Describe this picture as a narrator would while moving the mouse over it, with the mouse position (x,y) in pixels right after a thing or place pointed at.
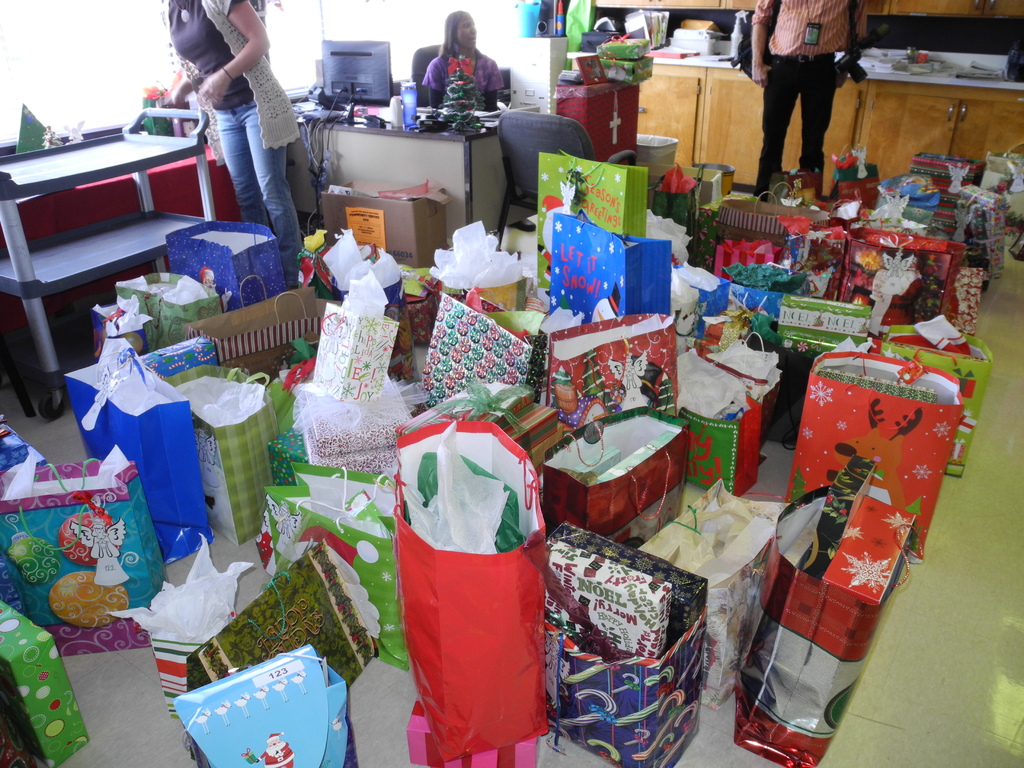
Here I can see many bags (582,434) are placed on the floor (108,712). In the background (829,30) two persons (772,52) are standing and one person (475,63) is sitting on a chair (423,89). There are few tables (397,129) on which a monitor (332,73), bottles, papers (667,50) and many other objects (384,120) are placed.
